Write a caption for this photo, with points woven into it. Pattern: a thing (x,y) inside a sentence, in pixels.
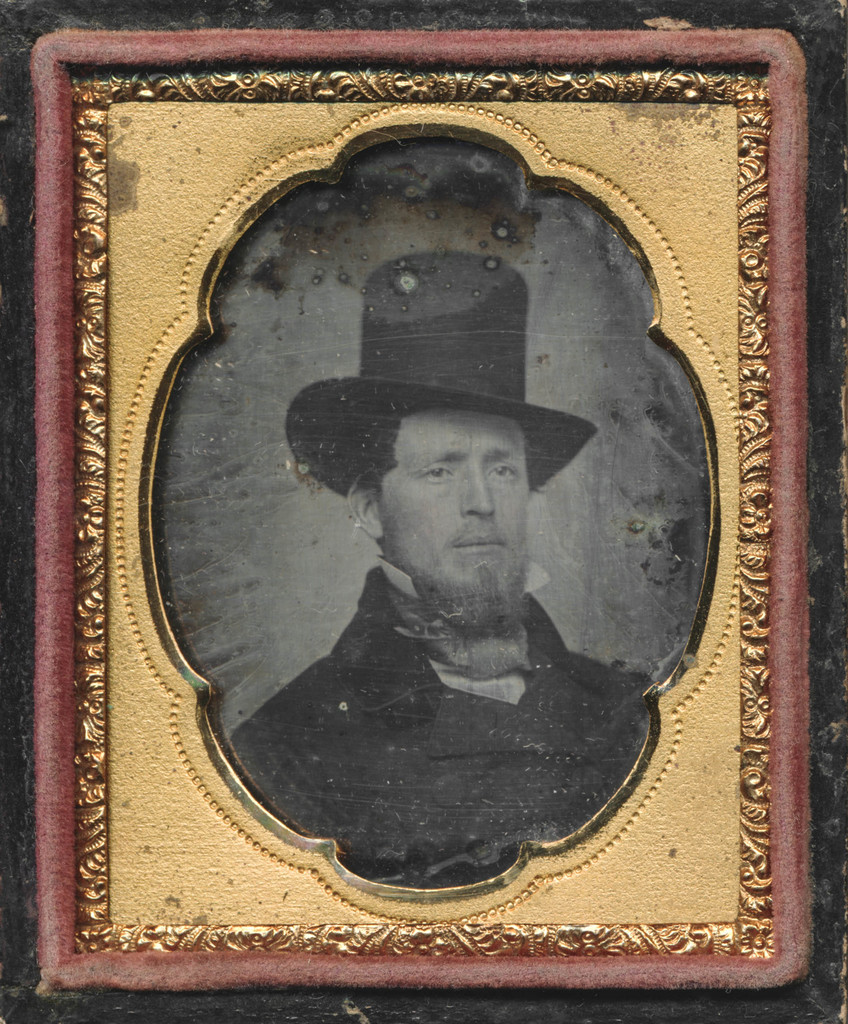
In the image there is a black and white photo (432,424) of a man (372,472) in a frame (822,646).
